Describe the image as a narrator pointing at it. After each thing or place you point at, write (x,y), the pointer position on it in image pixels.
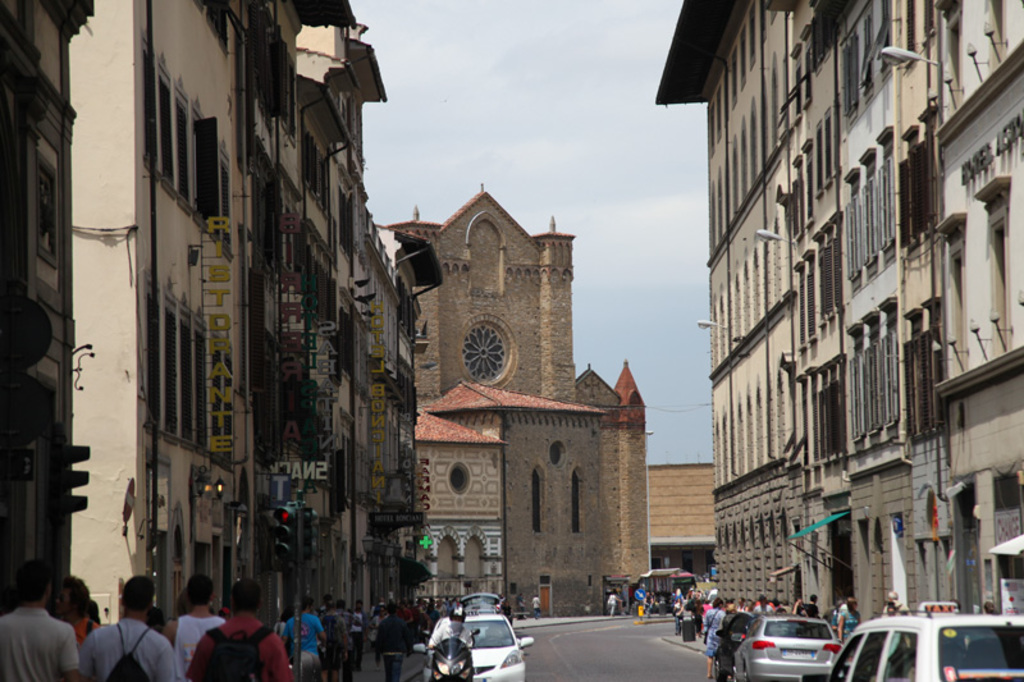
In this picture I can see the road (567,627) in front (634,635), on which there are number of people (767,607) and vehicles (489,609). In the middle of this picture (521,403) I see number of buildings (404,363) and in the background (566,209) I see the sky (535,202).
